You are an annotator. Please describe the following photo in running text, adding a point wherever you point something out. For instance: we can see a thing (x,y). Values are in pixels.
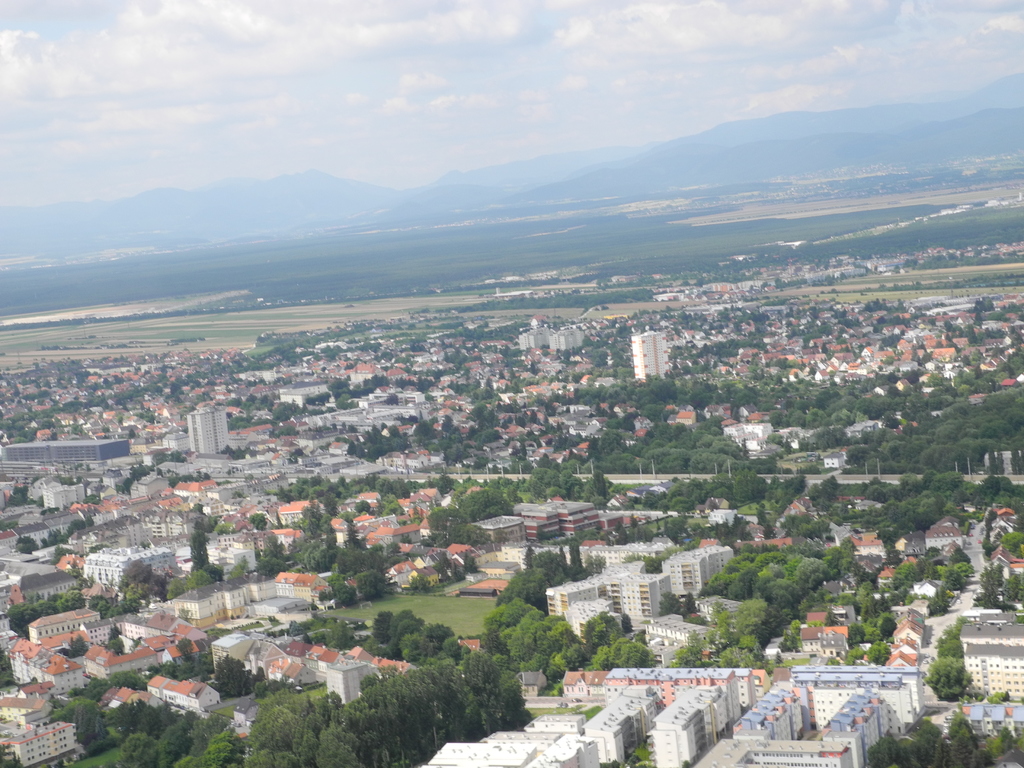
This is an aerial view of an image where we can see buildings (91,621), trees (548,636), grass (453,635), farmlands (47,330), hills (939,146) and the sky (476,154) with clouds (813,10) in the background (804,95).
